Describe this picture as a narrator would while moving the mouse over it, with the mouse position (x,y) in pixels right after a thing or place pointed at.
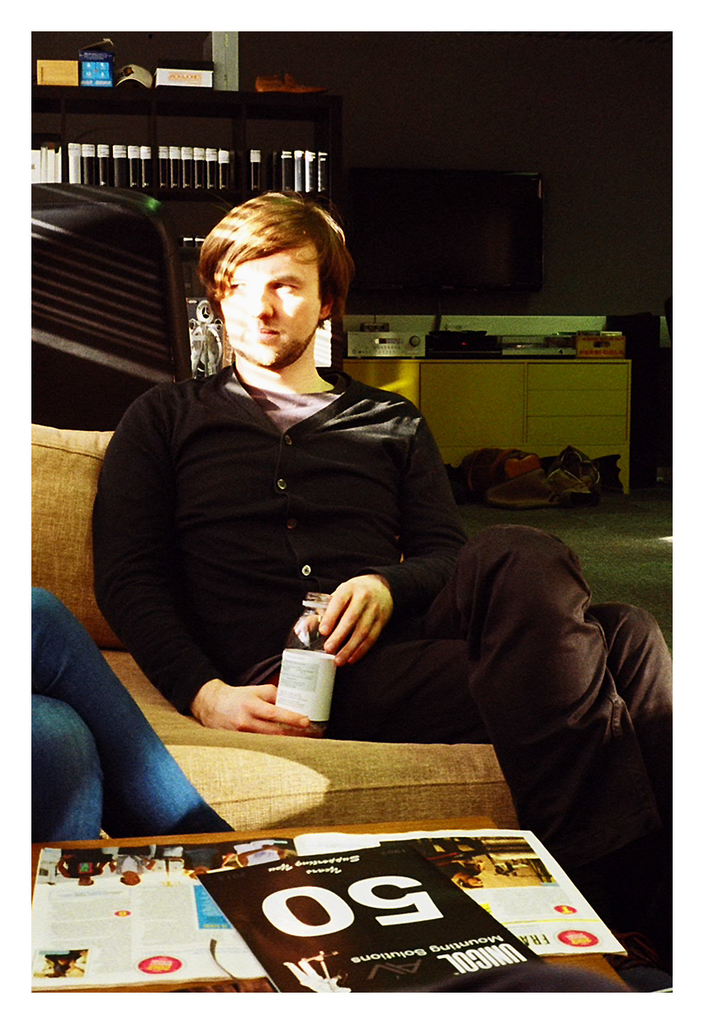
In the foreground of this image (384,402), there is a man (387,634) holding a bottle (300,669) and sitting on the couch (84,582) and there is a table (266,943) on which magazines (251,898) are placed. In the background (523,188), there is a TV (488,228), electronic devices (536,340) on the table (554,398), books (175,163) in the rack (154,166) and on the top of the image (473,67), there is the wall (493,66).
